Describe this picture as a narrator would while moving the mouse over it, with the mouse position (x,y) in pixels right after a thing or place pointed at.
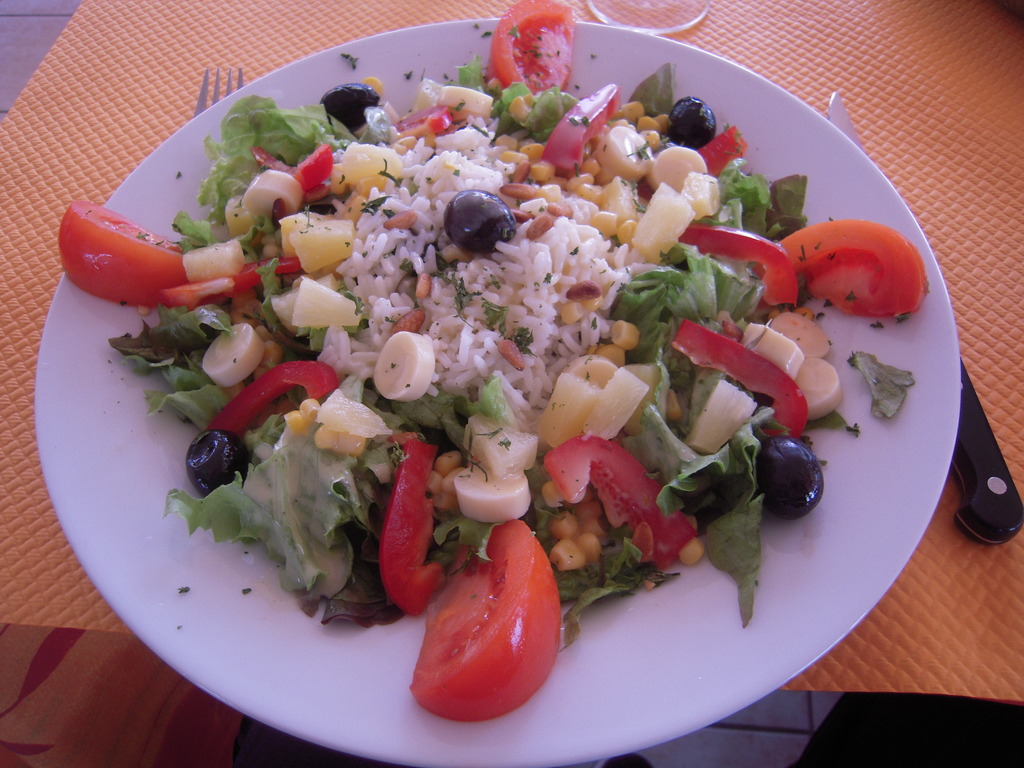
This image consists of food (493,426) kept in a plate (612,605). In which we can see the rice (554,285), tomatoes (570,492), hearts of palm (686,150), and some leafy vegetable (615,583). At the bottom (96,669), there is a table (958,546) on which we can see a table mat (966,580) along with a knife (963,466) and a fork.
